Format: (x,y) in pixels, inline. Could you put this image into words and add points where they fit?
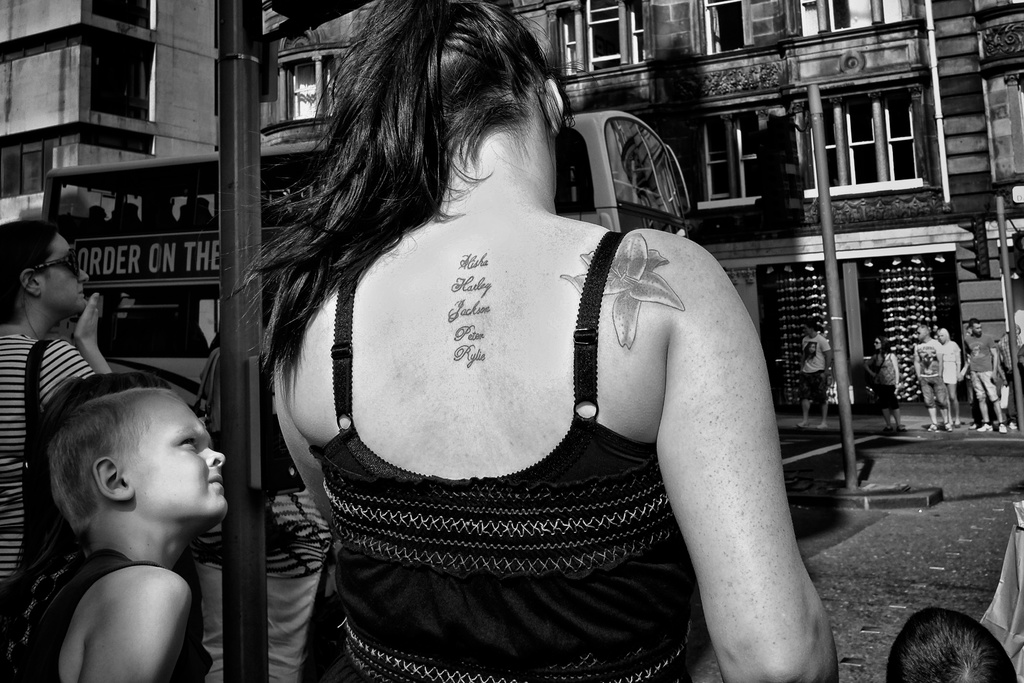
In this image on the foreground (30,345) there are two ladies (489,359) and kids (139,557). On the road (847,570) a bus (134,221) is moving. In the background (197,75) there are buildings (897,183). There are few people (897,376) standing over here.
